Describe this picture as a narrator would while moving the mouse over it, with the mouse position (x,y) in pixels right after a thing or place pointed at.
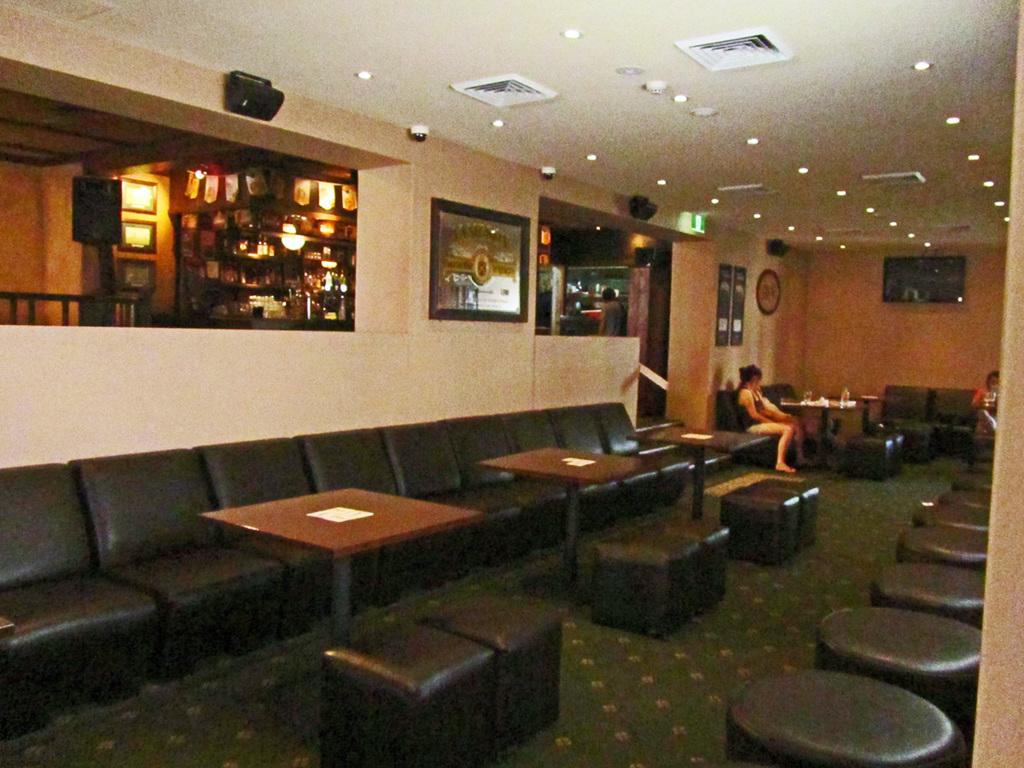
In this room (650,492) there are few people (795,470) sitting on the chair (873,463) beside table (870,397). On the wall (252,123) we can see speaker (262,106), frame (481,242), posters (725,323) and TV (924,286). On the roof top (943,241) we can see cc camera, lights (501,123).
